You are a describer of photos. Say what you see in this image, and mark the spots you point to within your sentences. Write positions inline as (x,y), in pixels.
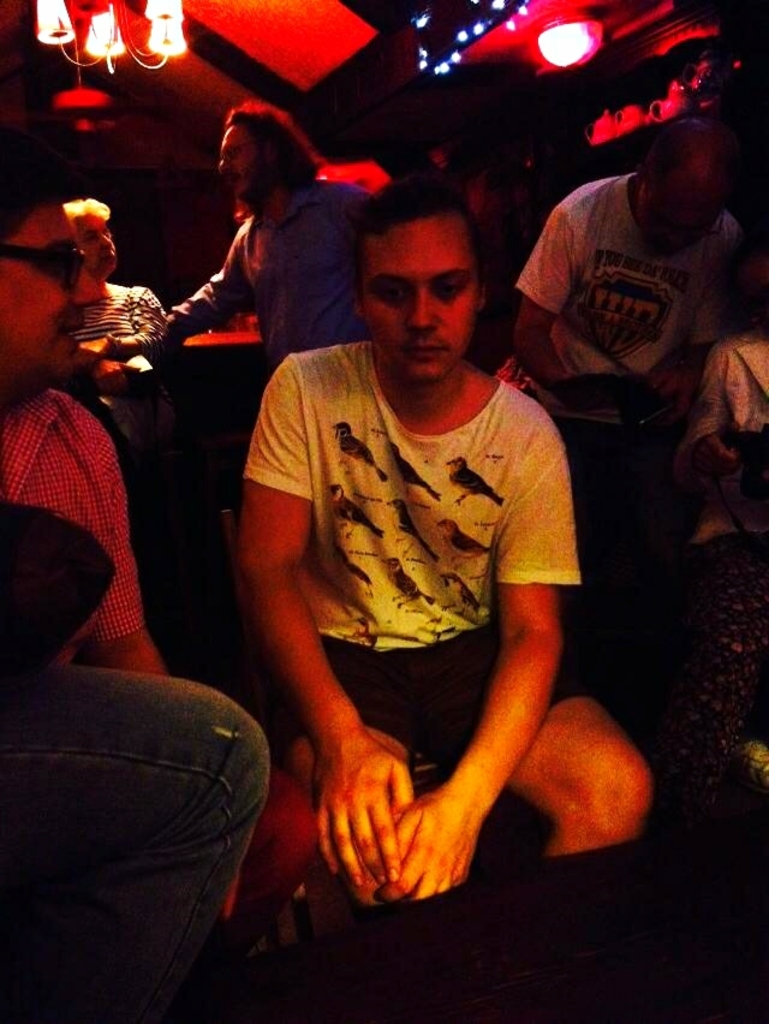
In the center of the image (431,440) we can see person (401,752) sitting. On the right (637,355) and left side of the image (91,565) we can see persons (205,702). In the background (223,367) we can see persons (278,201), table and lights (585,27).
